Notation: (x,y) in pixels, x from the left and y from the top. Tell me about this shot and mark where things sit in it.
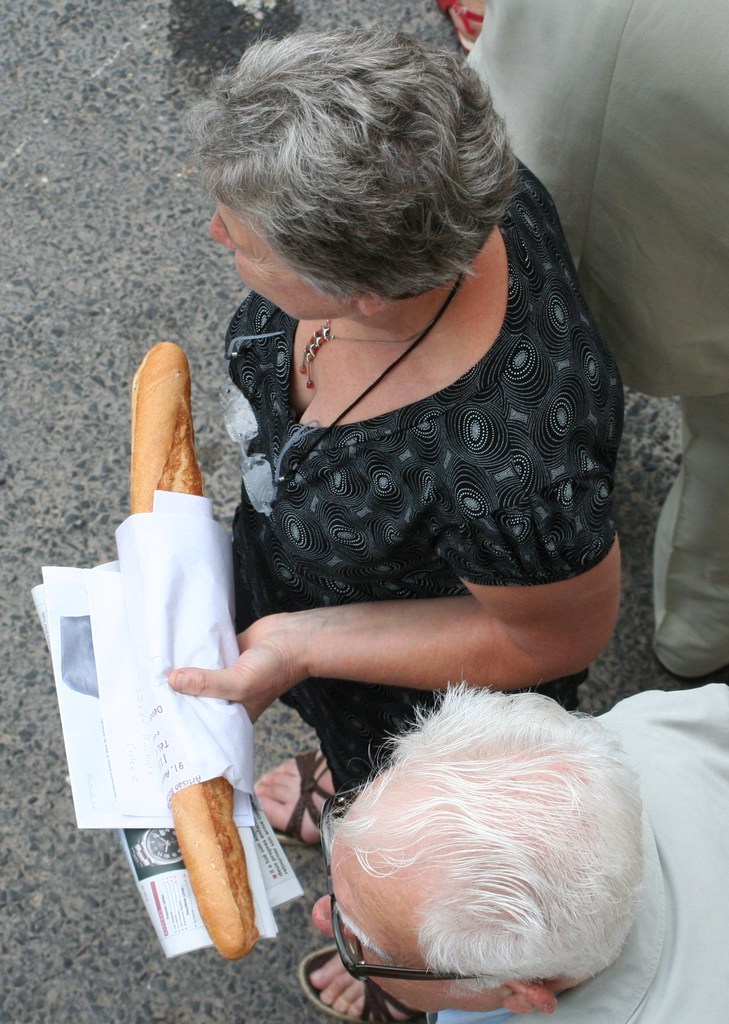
In this picture I can observe two members (367,745) standing on the road (194,1009). One of them is a woman (365,540) holding food (164,417) in her hand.
